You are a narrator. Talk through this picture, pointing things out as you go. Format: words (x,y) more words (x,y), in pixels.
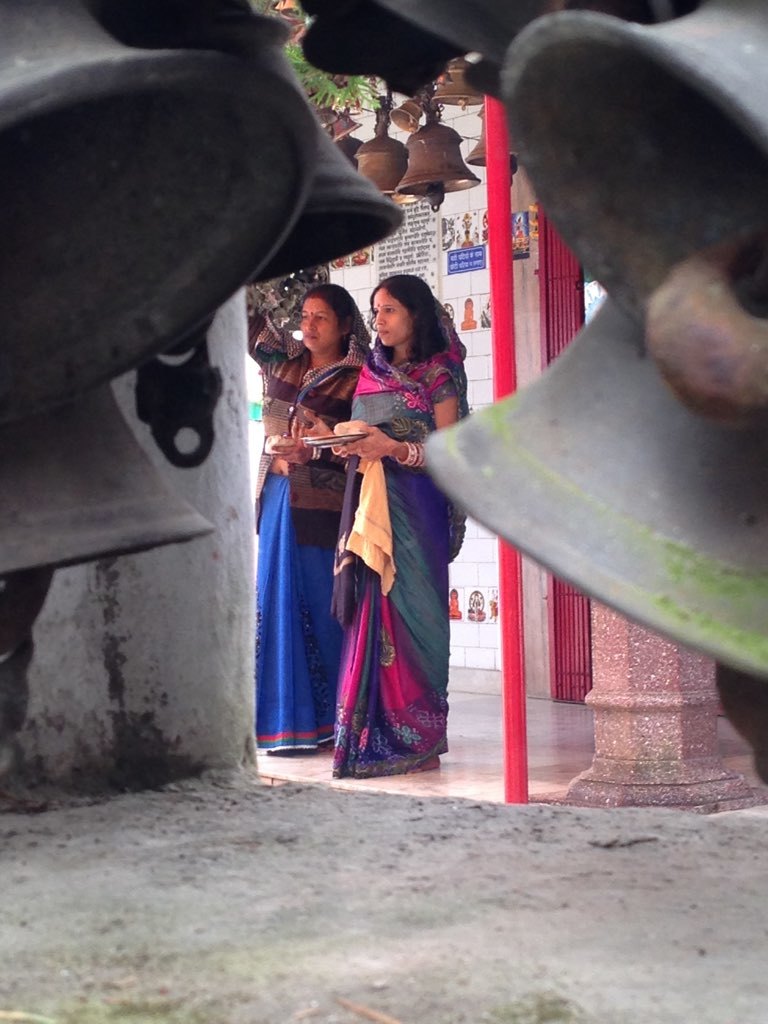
In this image I can see few bell's (459,173), two people (331,413) are standing and holding something. I can see a red pole (496,121), gate (552,308) and the wall (461,281).
